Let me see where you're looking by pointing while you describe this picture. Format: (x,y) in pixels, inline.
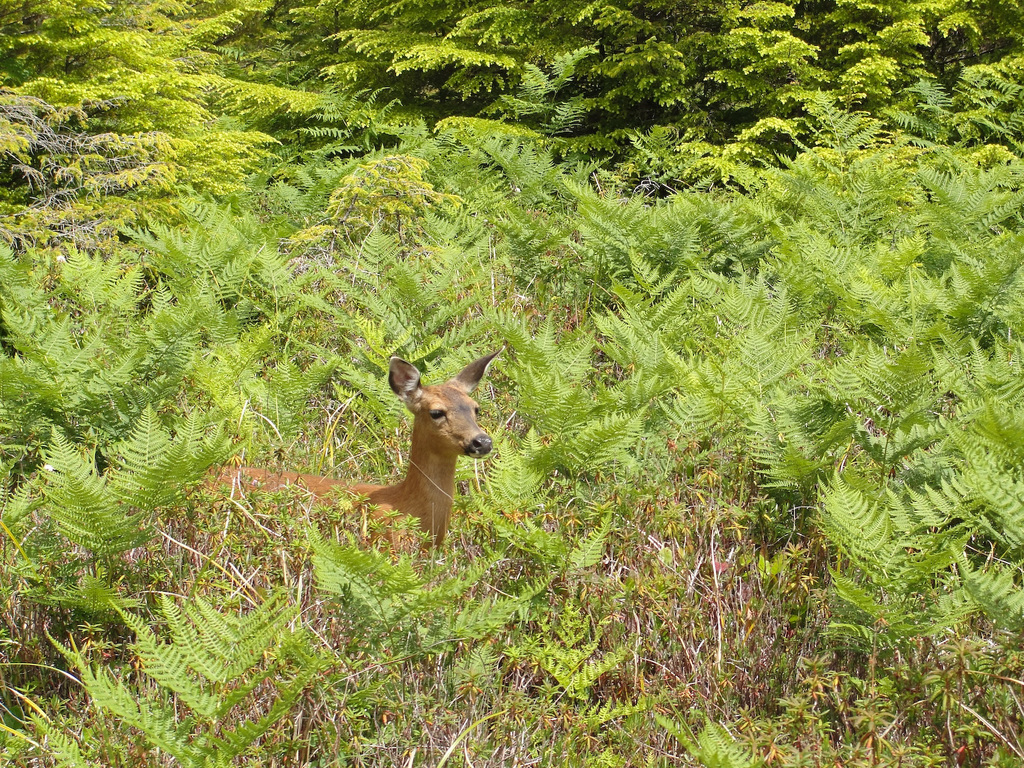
In this image I can see an animal (451,426) which is in brown color. It is in-between the plants (337,428). In the background (270,76) there are many trees (478,105).
